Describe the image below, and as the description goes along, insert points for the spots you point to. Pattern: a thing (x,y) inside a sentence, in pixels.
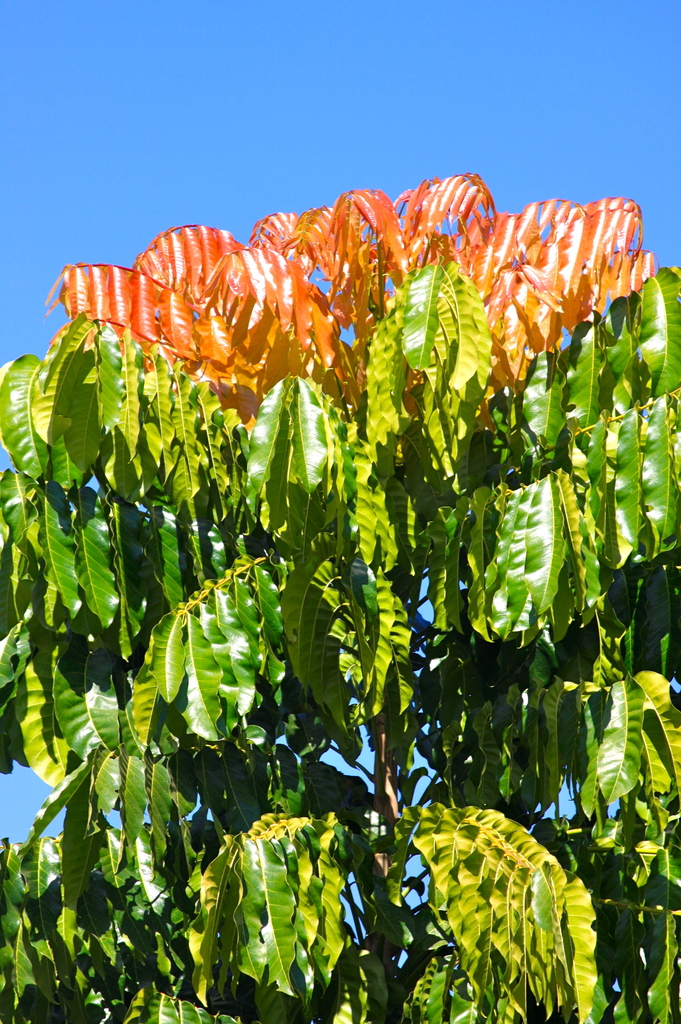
In this image, we can see a tree (232,347) and the sky (280,25).
